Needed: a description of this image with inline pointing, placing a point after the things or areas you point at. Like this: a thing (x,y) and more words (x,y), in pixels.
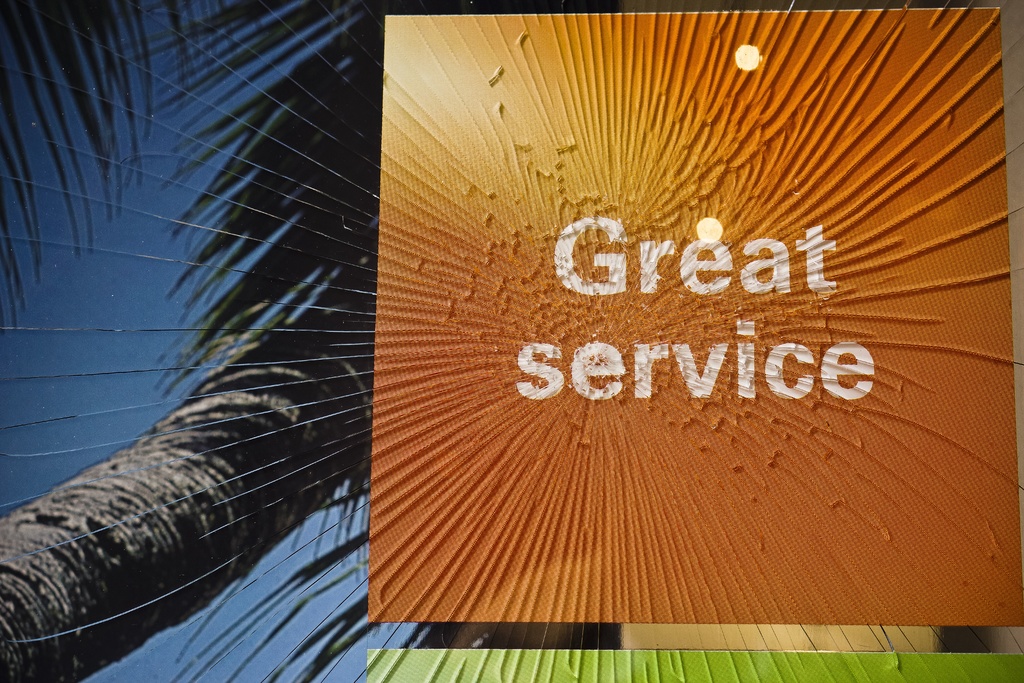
This is a poster and in the foreground of this poster, there is an orange box (426,338) and text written on it as "GREAT SERVICE". In the background (270,417), there is a tree (241,483) and the sky (90,320).
